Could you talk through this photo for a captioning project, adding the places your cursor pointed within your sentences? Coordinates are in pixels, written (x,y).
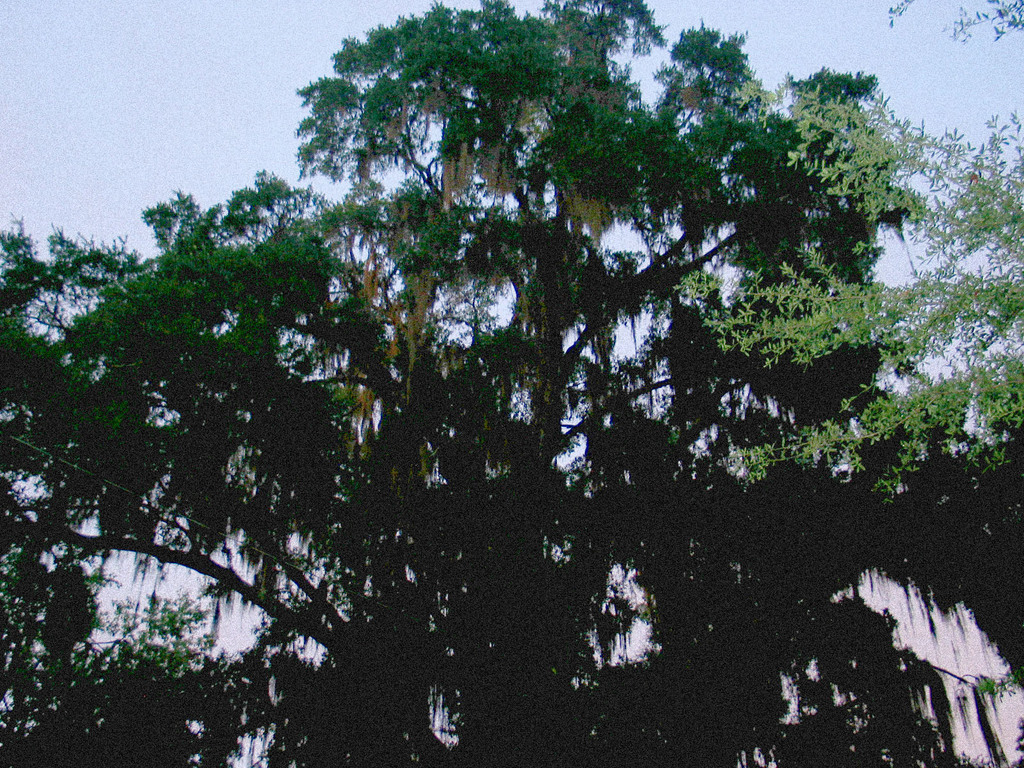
In this image we can see a tree (365,508). In the background (103,100) there is a sky (111,86).
